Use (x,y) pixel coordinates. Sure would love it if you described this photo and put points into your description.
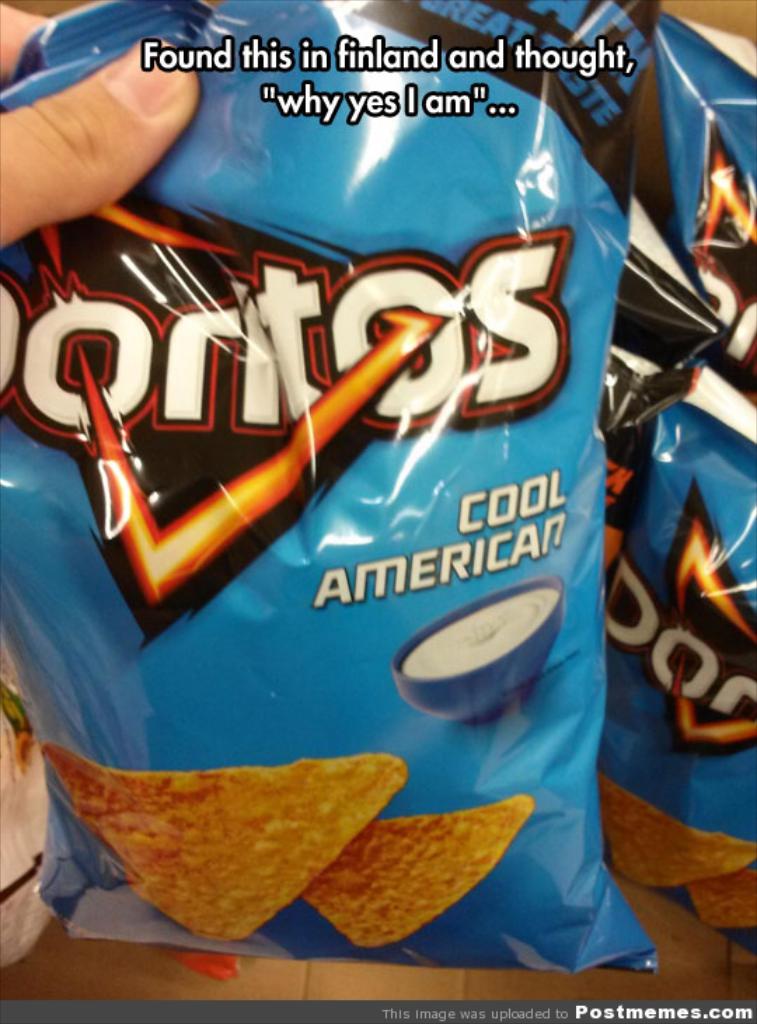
In this image we can see human fingers (103,127). There are chips packets (404,526) which are blue in color. At the top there is text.
